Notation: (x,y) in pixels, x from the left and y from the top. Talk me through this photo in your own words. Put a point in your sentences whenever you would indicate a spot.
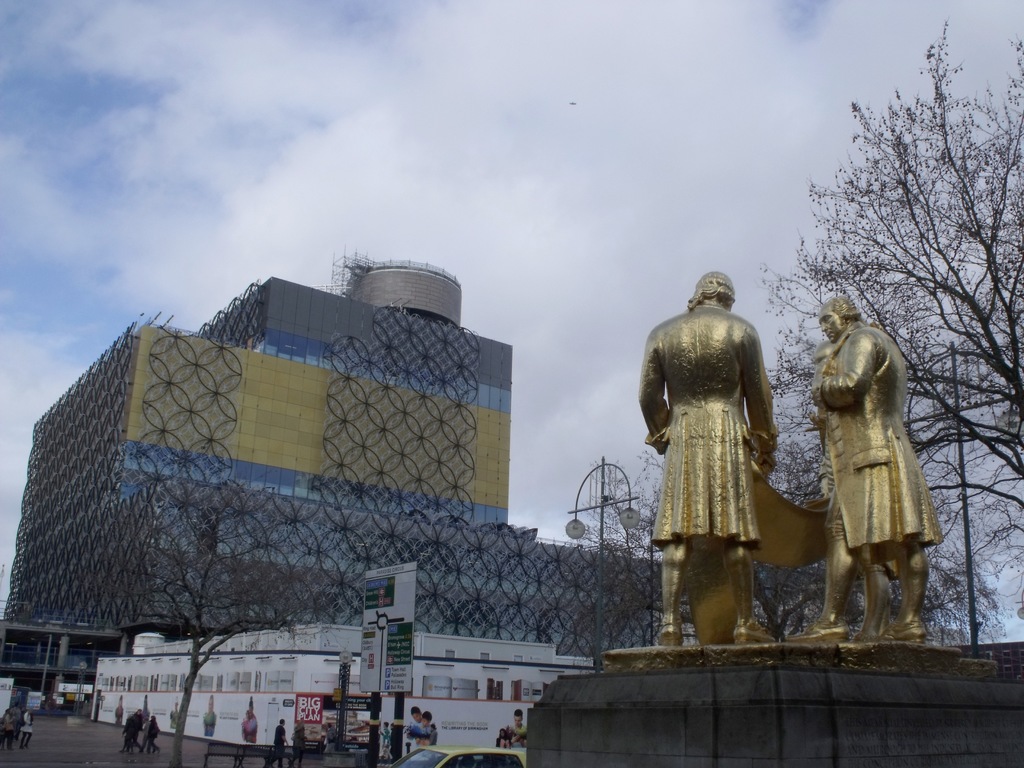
In this image, I can see the buildings (390,706) and trees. At the bottom of the image (395,675), there is a vehicle (414,763), name board (382,686), benches (211,743) and groups of people (139,739). On the right side of the image (880,400), I can see the sculptures (734,562) of two persons (746,514) standing. In the background (479,228), there is the sky (707,172).
